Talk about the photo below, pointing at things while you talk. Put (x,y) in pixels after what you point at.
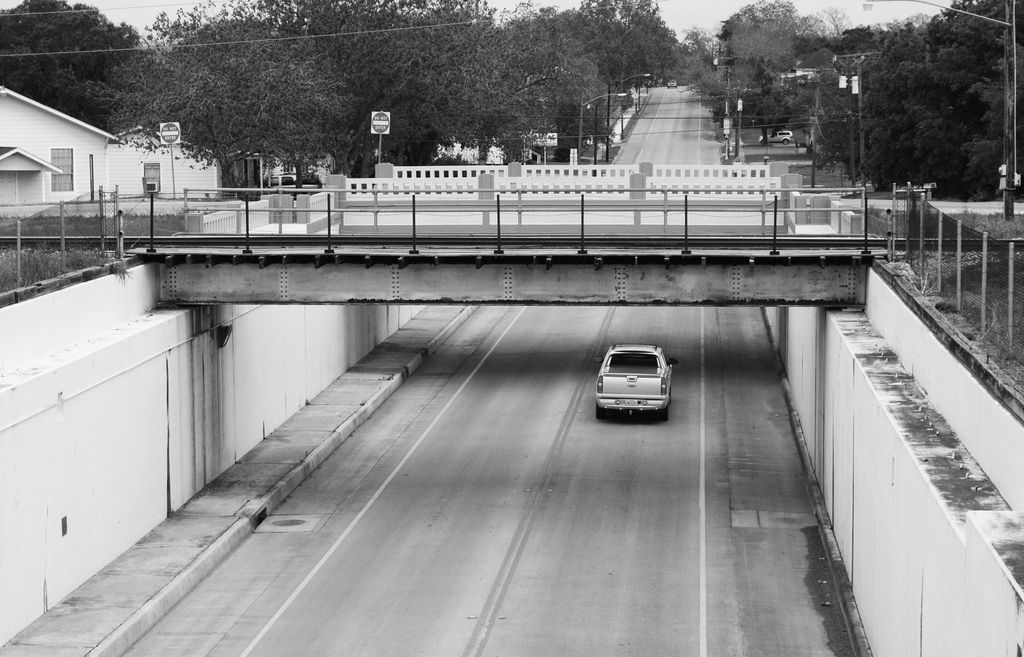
It is a black and white image, there is a road (593,408) and on the road (595,424) there is a vehicle (606,362). There is a bridge (646,285) across the road (575,426) and on the left side (99,164) there is house (46,181) and there are plenty of trees (570,55) around the road (419,545).
